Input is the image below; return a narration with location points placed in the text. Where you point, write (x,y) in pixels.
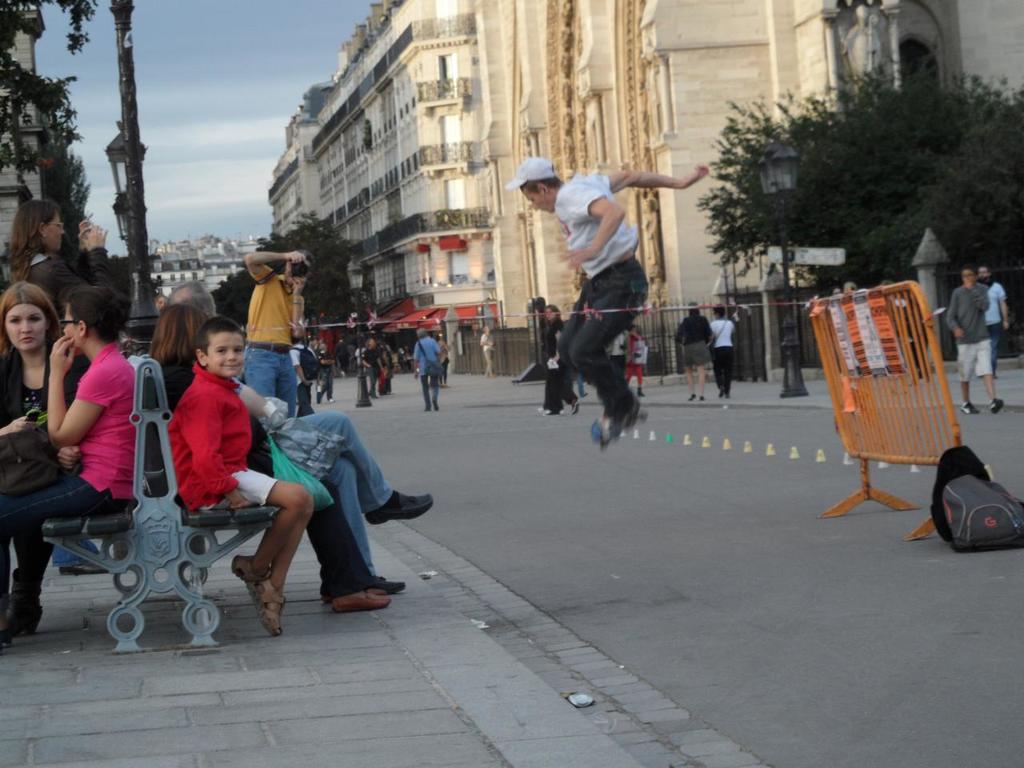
In this image we can see a few people (381,371), among them, some people (94,423) are sitting on the bench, there are some buildings (341,189), trees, fence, poles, lights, bag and a railing (848,317), in the background (147,160), we can see the sky (210,92) with clouds (210,107).
